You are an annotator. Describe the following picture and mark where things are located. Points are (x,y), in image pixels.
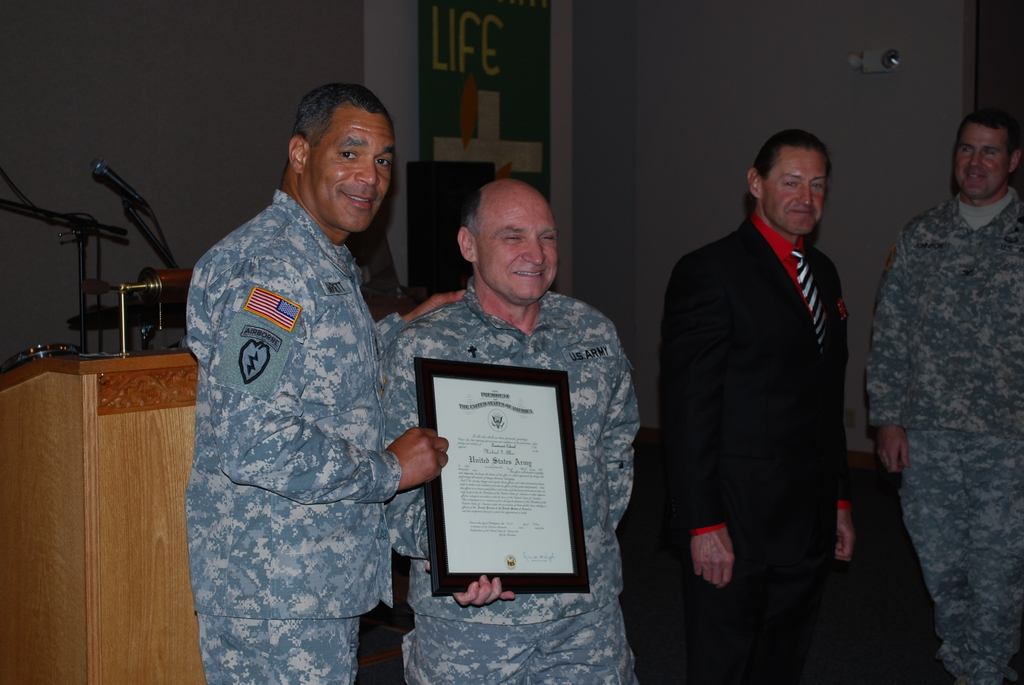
In this picture we can see four people (738,589) and two people (584,608) are holding an object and in the background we can see a podium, mic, wall (865,452) and some objects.
